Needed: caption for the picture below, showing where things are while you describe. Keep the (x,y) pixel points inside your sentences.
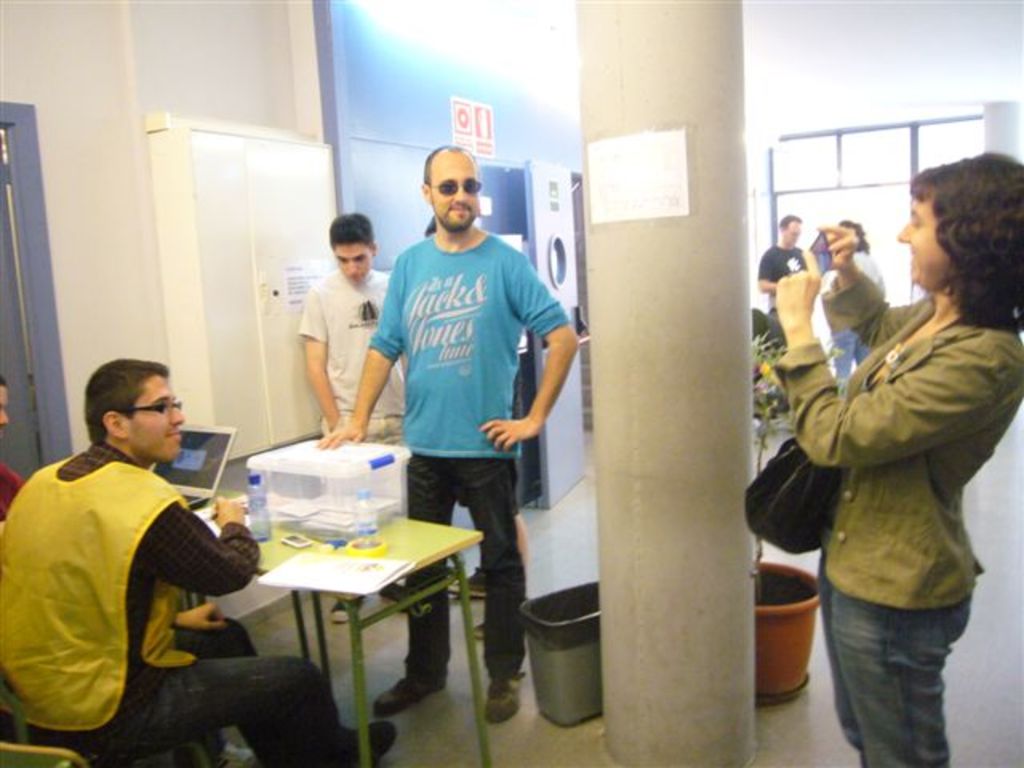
In the middle (672,465), There is a wall (662,568) of white color, In the right side (868,566) there is a woman (889,577) is standing and she is taking a pic in her phone (820,262), In the left side (315,523) there is a table (322,543) on that table (336,552) there is a white color box (325,489) and a laptop (183,479), And there some people (28,555) are sitting on the chairs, A man (443,411) is standing in front of the table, In the background (835,167) there is a glass window (898,142).
